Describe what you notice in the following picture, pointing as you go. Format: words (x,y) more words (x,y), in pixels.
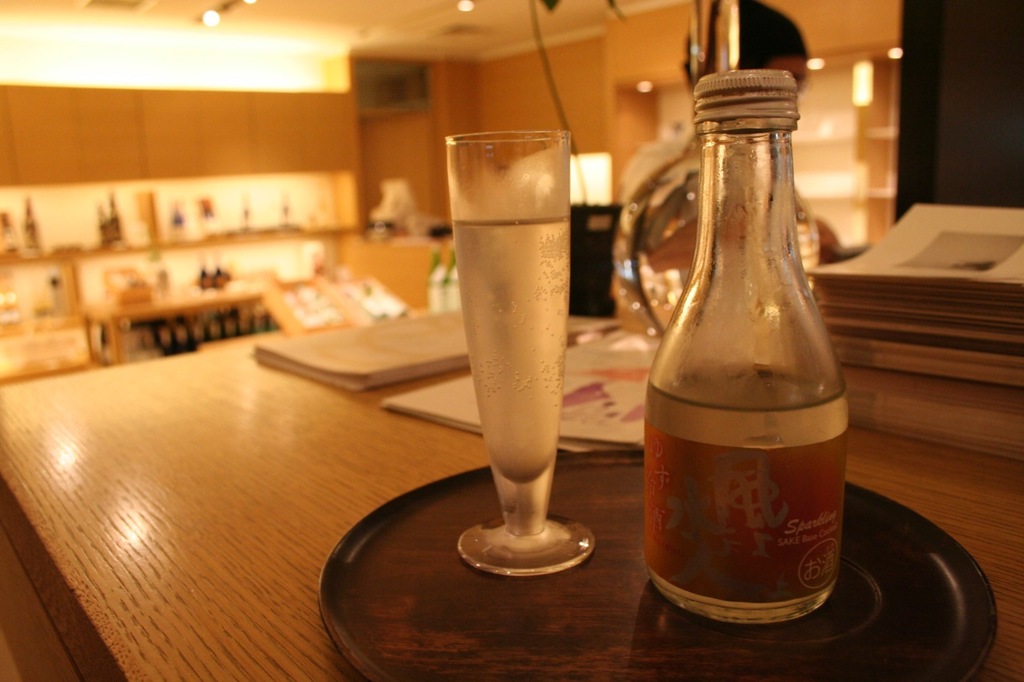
In the image we can see on table (896,444) there is a plate (831,607) on it there is a wine bottle (683,526) and a wine glass (516,499). There are books (430,362) and papers (396,408) and behind the table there is a person (763,47) who is sitting and at the back (247,220) the image is little blurry. The table (229,481) is made up of wood (202,549).
